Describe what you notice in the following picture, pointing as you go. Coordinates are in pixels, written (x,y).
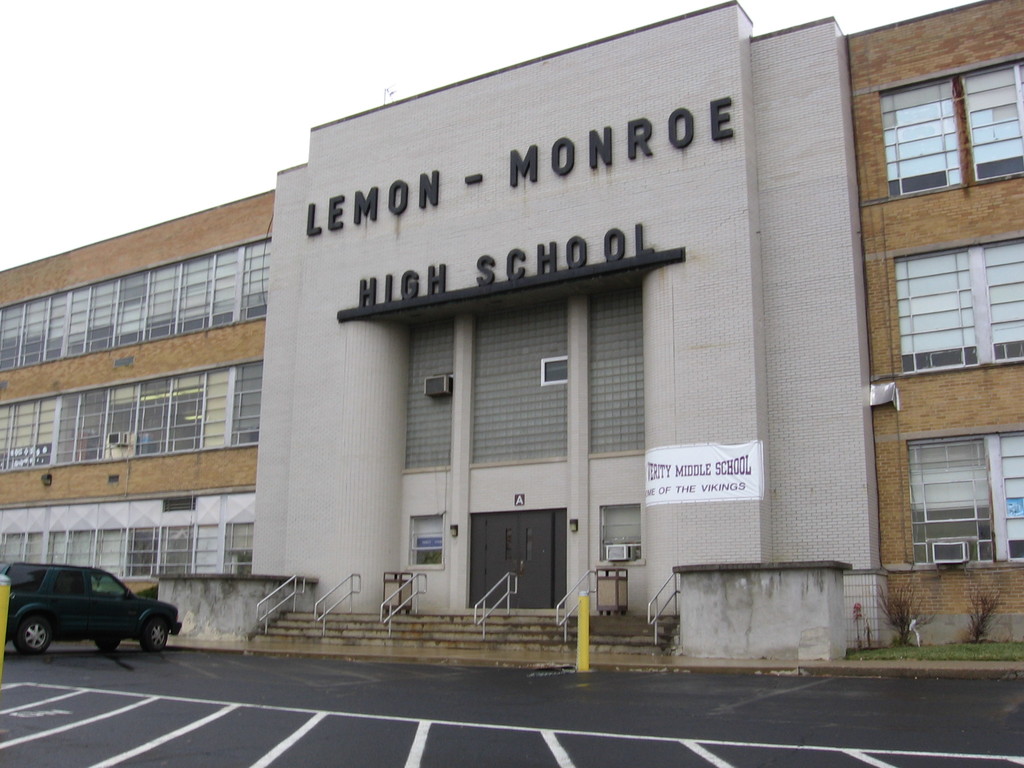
In this image there is a school building (487,344) in the middle (505,367). In front of the building (454,570) there are steps (548,636). At the top (159,120) there is the sky (142,160). At the bottom (216,695) there is a road (135,650) on which there is a black color car (147,602). On the right side (897,657) bottom there is a garden (900,641) in which there are trees (886,605).
